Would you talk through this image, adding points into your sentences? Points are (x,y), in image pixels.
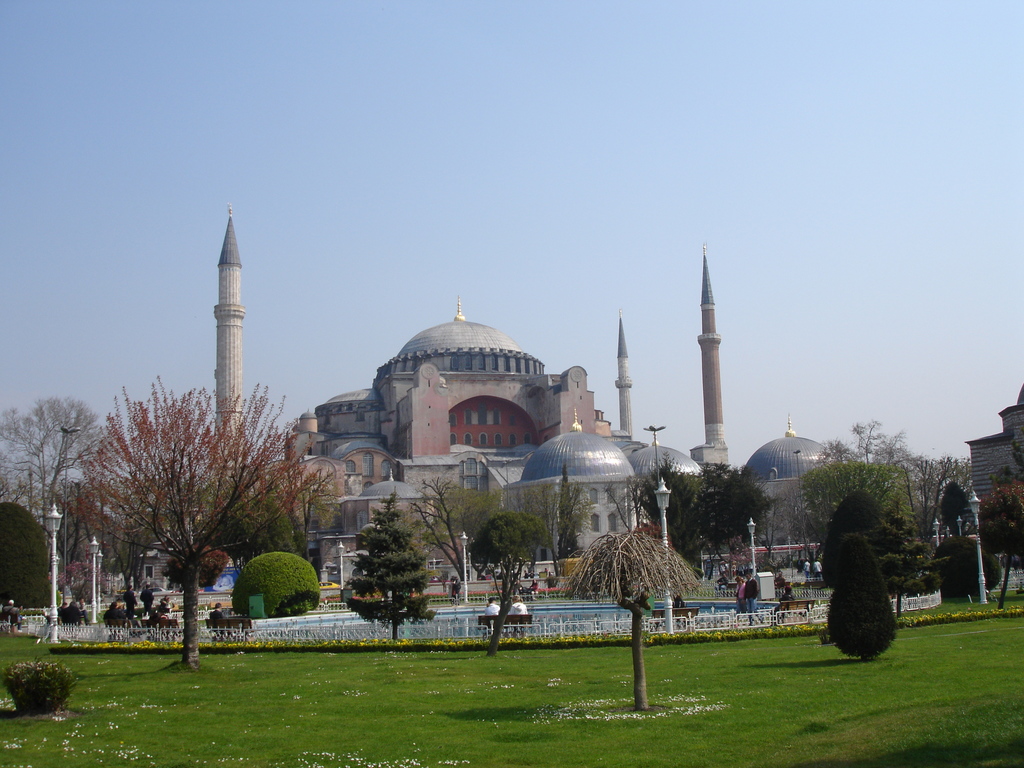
In this image we can see there are buildings (628,456) and in front of the building (601,525) we can see there are light poles (670,621), fence (382,627) and benches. And there are a few people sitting on the bench (169,625) and few people (753,598) are walking. And there are trees (189,532), grass (113,672), plants (310,642) and the sky (547,158).
